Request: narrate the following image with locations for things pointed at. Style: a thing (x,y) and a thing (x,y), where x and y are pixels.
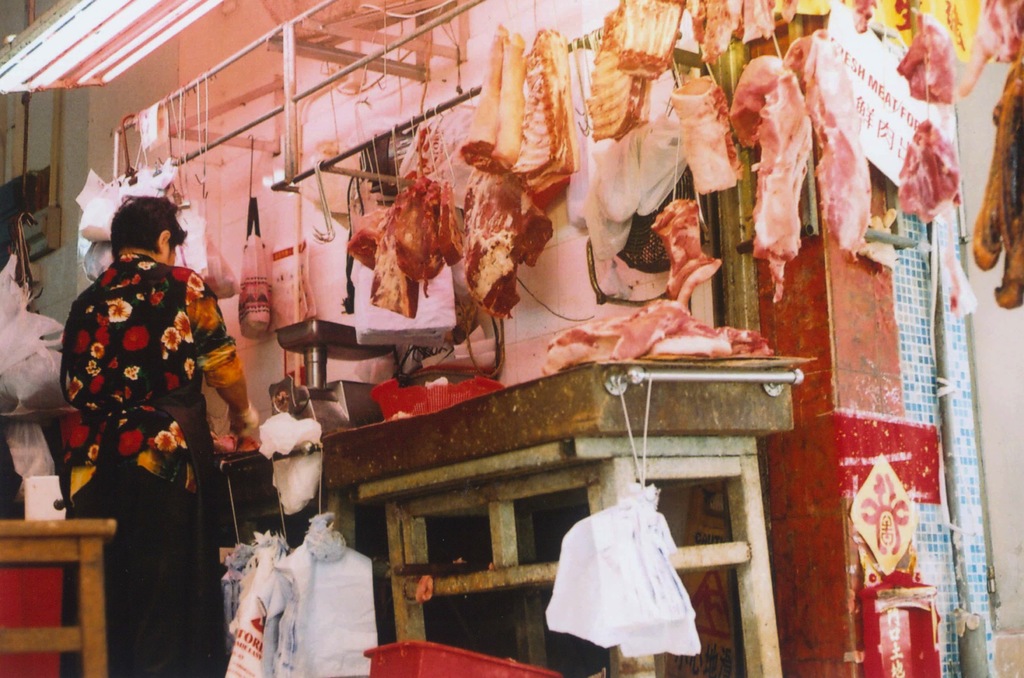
In this picture we can see the inside view of the meat shop (335,301). In the front (474,178) we can see some meat pieces (565,161) hanging from the top. Beside there is a woman (173,486) standing and cutting the meat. In the front (309,577) bottom side we can see the plastic covers (330,572).
